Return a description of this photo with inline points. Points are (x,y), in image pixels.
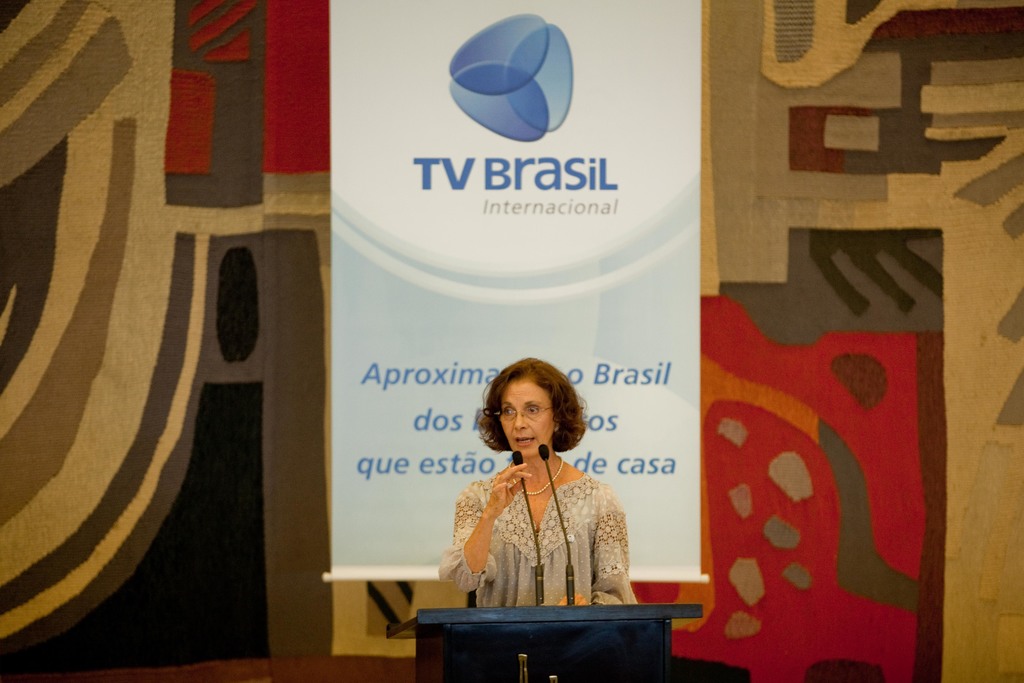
In this image we can see a lady (546,476) wearing specs (532,407). She is holding a mic (538,597). In front of her there is a stand (542,620) with mics (568,557). In the back (474,253) there is a banner (435,255) with something written. In the background (131,277) there is a wall (291,70) with designs (901,35).
